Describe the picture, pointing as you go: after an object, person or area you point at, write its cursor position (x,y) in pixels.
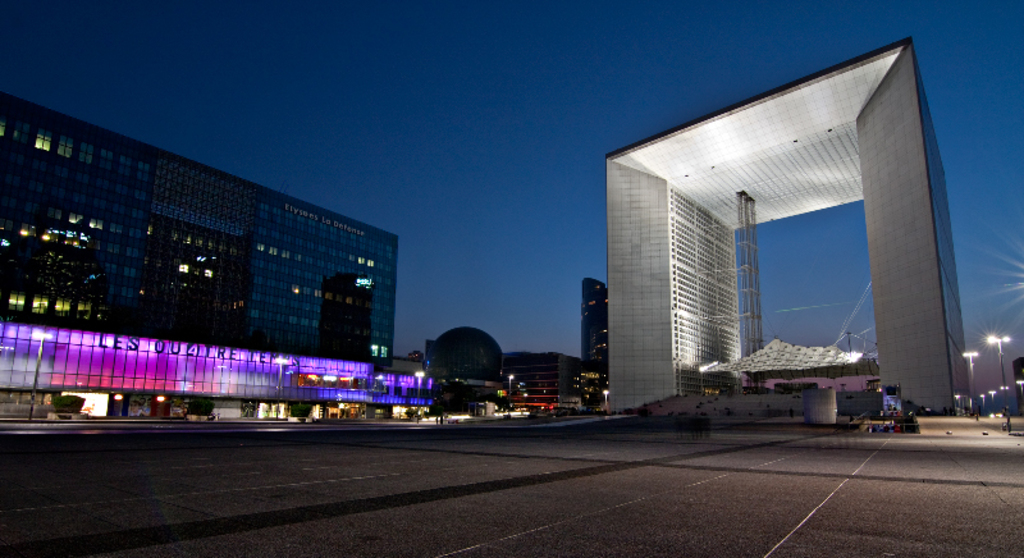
In this image there is a road (206,492), in the background (169,372) there is a building (7,363) and an architecture (632,280) and the sky (526,193).
